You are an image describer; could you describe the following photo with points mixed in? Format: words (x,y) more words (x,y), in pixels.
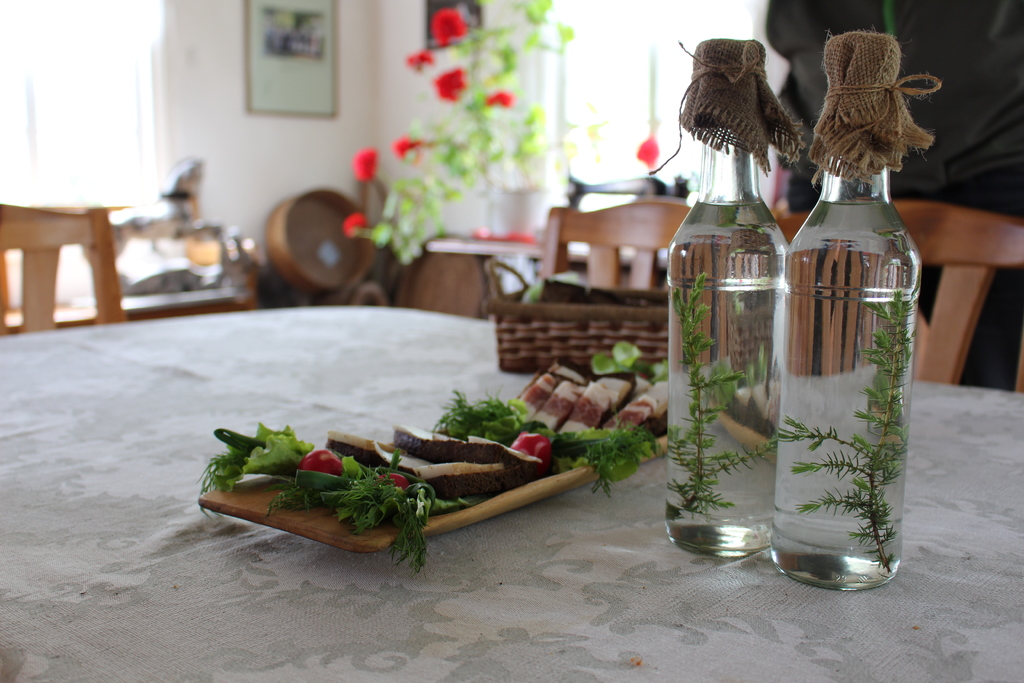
In this picture we can see table (319,366) and on table (391,369) we have some food item (465,460) garnished with some radishes (336,463) and leaves (347,486), bottle (712,486) with some plant (695,399) in it, basket (584,312) and aside to this table (324,311) we have chairs (2,272), tree (462,158) with flowers (440,40), frames (311,61) to wall (239,159).
